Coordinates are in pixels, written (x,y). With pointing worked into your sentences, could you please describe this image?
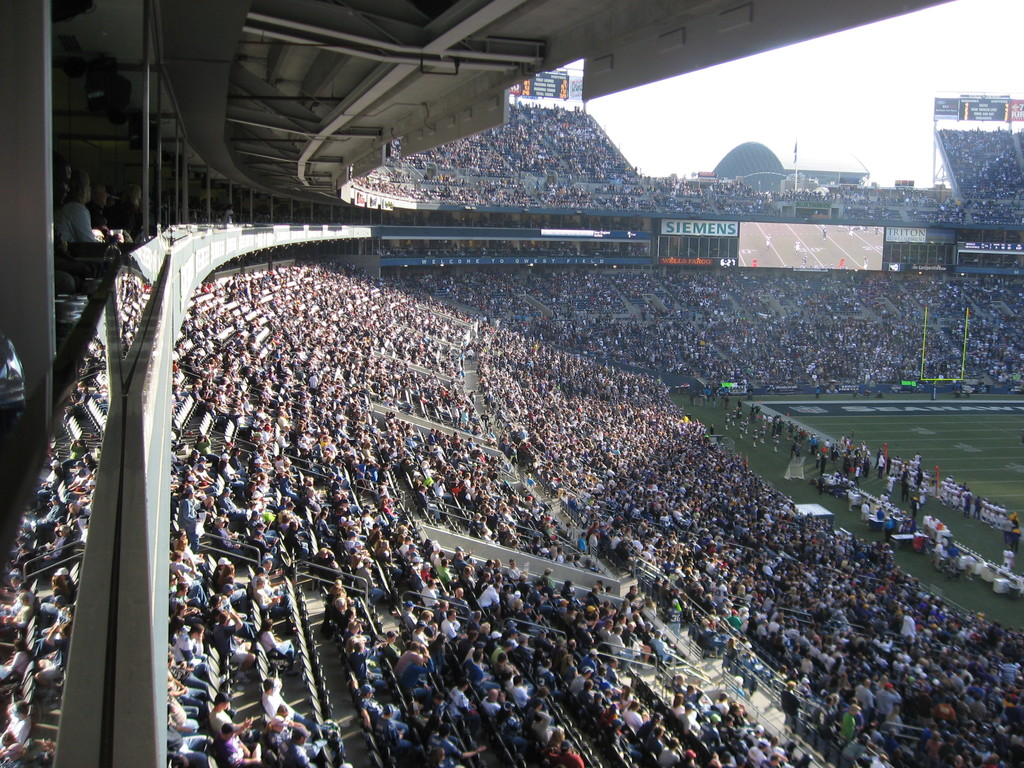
In this image I see the stadium (718,38) and I see number of people (640,351) and I see the screen (740,234) over here and I see something is written over here and I see the pitch (847,428) over here. In the background (987,53) I see the sky (881,122).
